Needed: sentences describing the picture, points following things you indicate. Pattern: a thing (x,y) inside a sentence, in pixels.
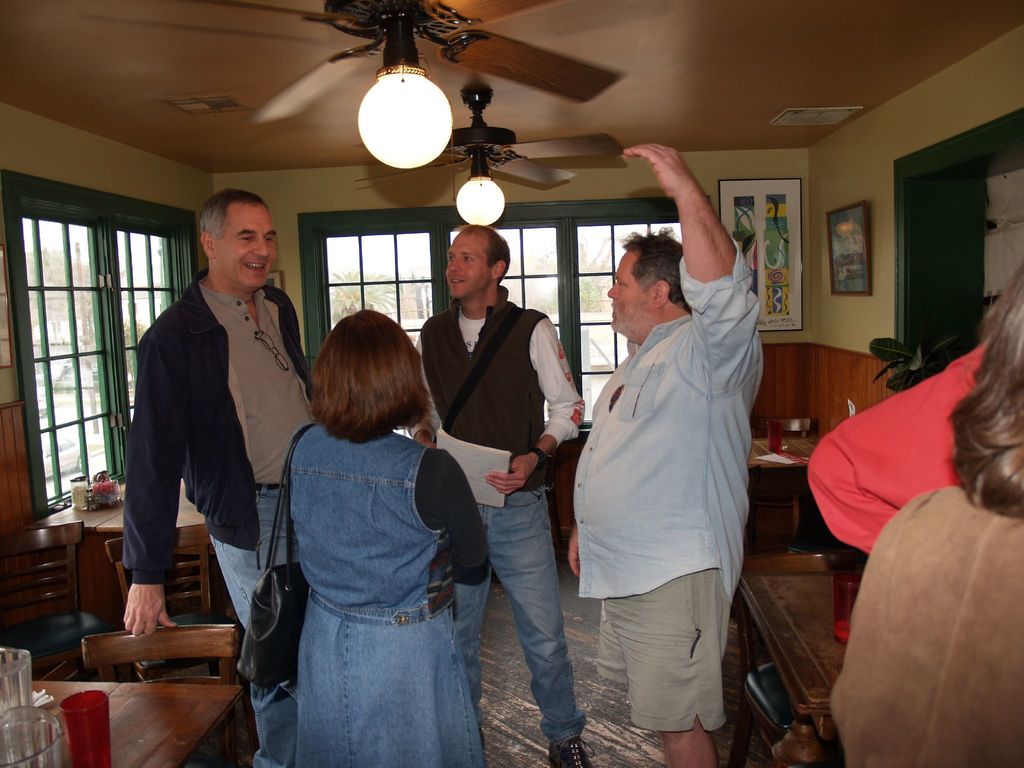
In this image, group of peoples (464,578) are standing. The middle person (507,410) is holding a book (475,463) and she is holding a bag (258,633). At the bottom (810,635), we can see so many tables (824,621) and chairs (84,659), few items (773,459) are placed on the table (130,695). At the back side (950,276), we can see green door (924,258), glass windows (563,272) and few photo frames (793,246). At the top of the image (533,79), we can see fan (516,174) and lights (483,190).
